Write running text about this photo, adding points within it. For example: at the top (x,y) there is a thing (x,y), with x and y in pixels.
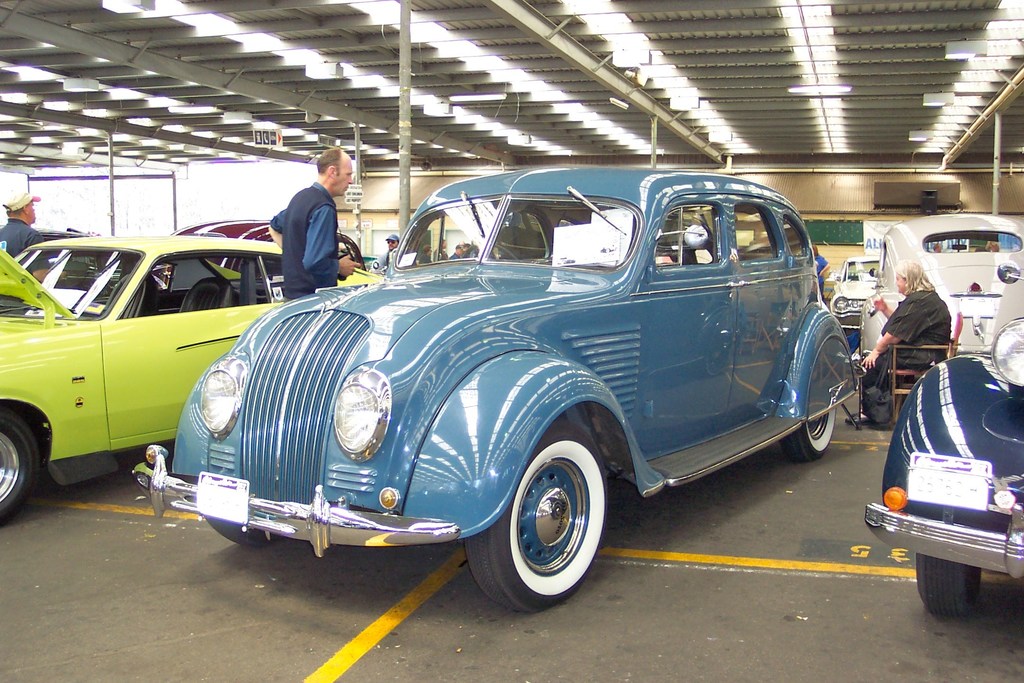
In this I can see a shed (733,48), under the shed (757,161) I can see persons (270,223) and vehicles (415,315), and there are some lights (937,104) attached to the roof (125,62) of shed (383,103).
